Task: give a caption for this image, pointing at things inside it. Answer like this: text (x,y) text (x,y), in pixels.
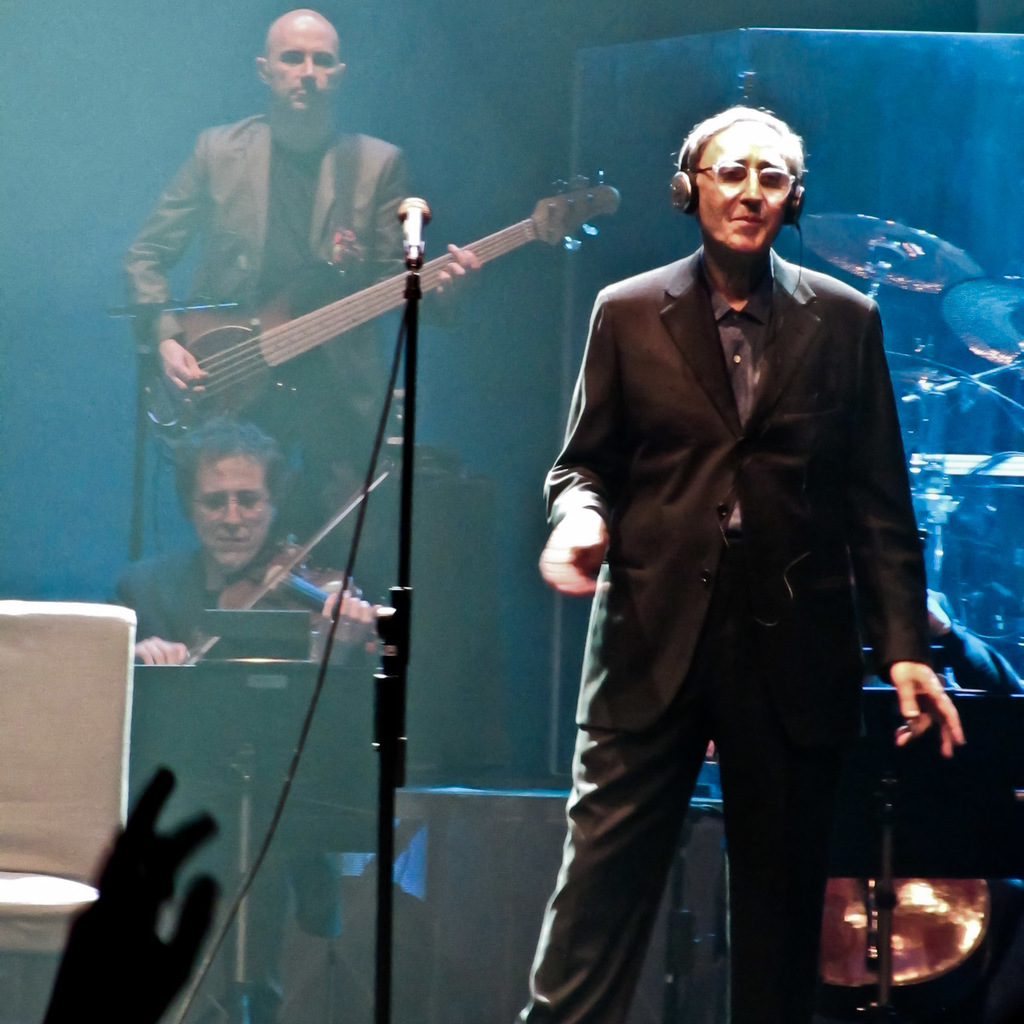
Here is the man (652,442) standing, wearing headset (679,199). Here is the another person (237,549) sitting and playing violin (304,575). This is the mike (408,239) with the mike stand (377,924). At background (910,435) I can see drums (977,559). Here is the another person (266,205) standing and playing guitar (397,282). This looks like stage show.
